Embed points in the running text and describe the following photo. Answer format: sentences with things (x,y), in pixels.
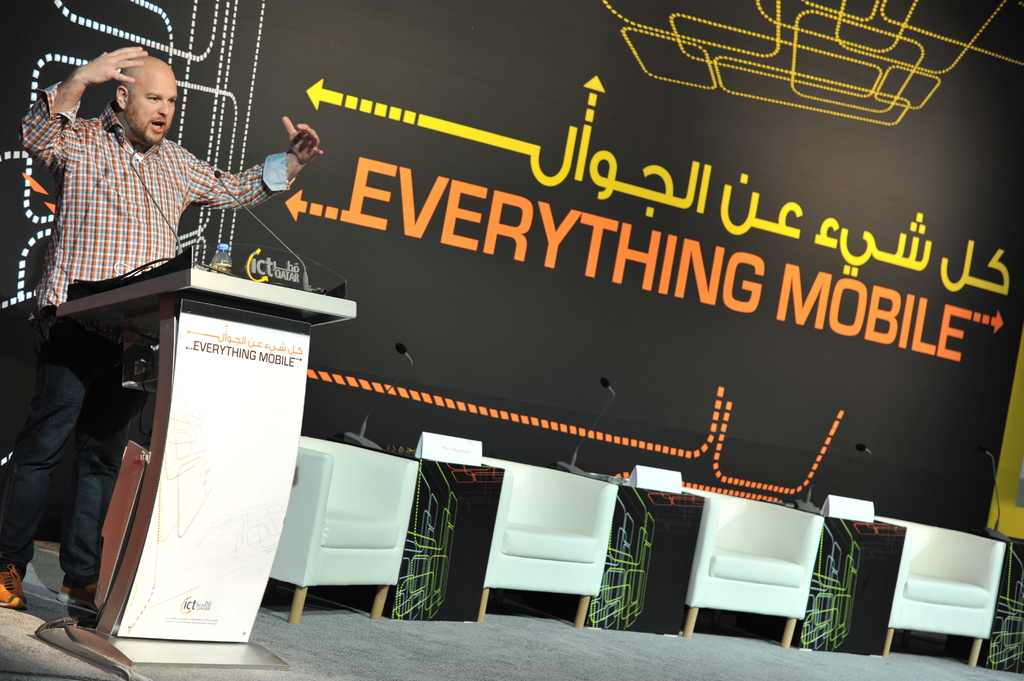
In this picture a man (50,129) is talking with a mic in front of him and there are unoccupied chairs (358,506) beside him. In the background (752,395) there is a poster (503,291) named everything mobile.
